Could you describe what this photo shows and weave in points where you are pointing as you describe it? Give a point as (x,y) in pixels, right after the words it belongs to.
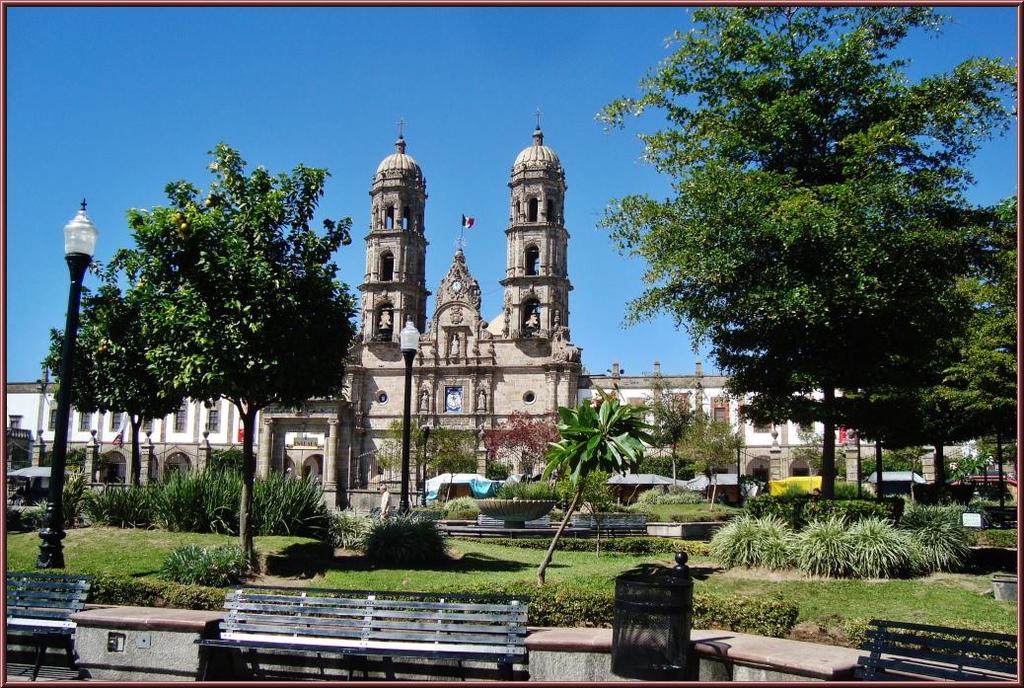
This picture seems to be an edited image with the borders (25,1). In the foreground (70,605) we can see the benches (464,633) and some other objects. In the center (471,337) we can see the green grass (500,561), plants (207,497), trees (243,494), lamps (412,338) attached to the poles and we can see the buildings (566,382), towers (521,276) with the domes (419,166) and we can see a flag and a clock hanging on the wall (470,385) of the building (479,388). In the background (606,188) we can see the sky (133,128) and a person (387,495) and some objects (657,481) seems to be the tents (449,486) and many other objects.
